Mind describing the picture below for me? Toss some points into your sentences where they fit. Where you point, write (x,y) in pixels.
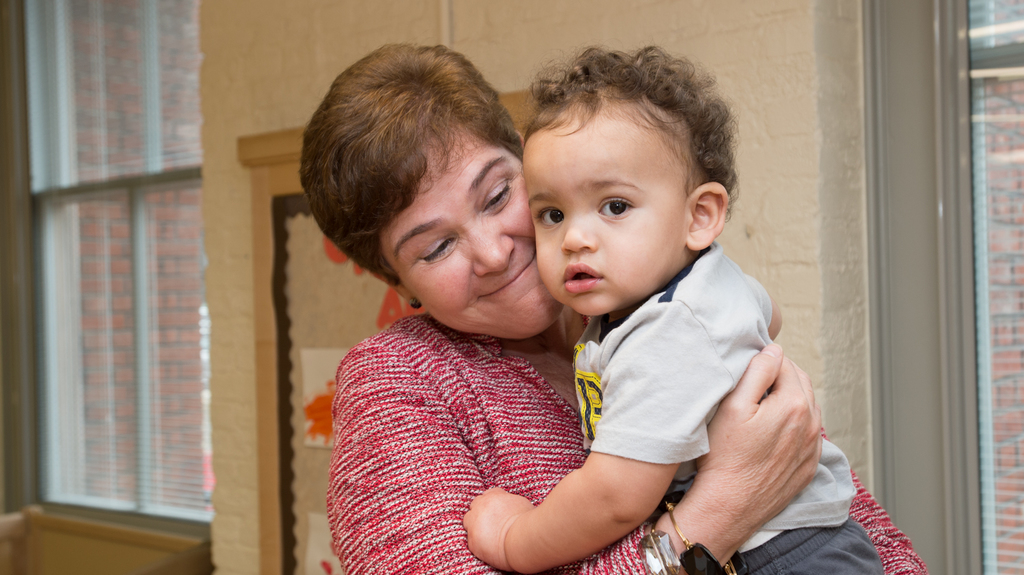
In this image in the front (534,333) there is a woman (510,358) holding a baby (660,450) in her arms (710,443) and smiling. In the background (766,121) there is a wall (766,121) and there are windows (193,321) and there is a frame (276,209) on the wall (215,441).
